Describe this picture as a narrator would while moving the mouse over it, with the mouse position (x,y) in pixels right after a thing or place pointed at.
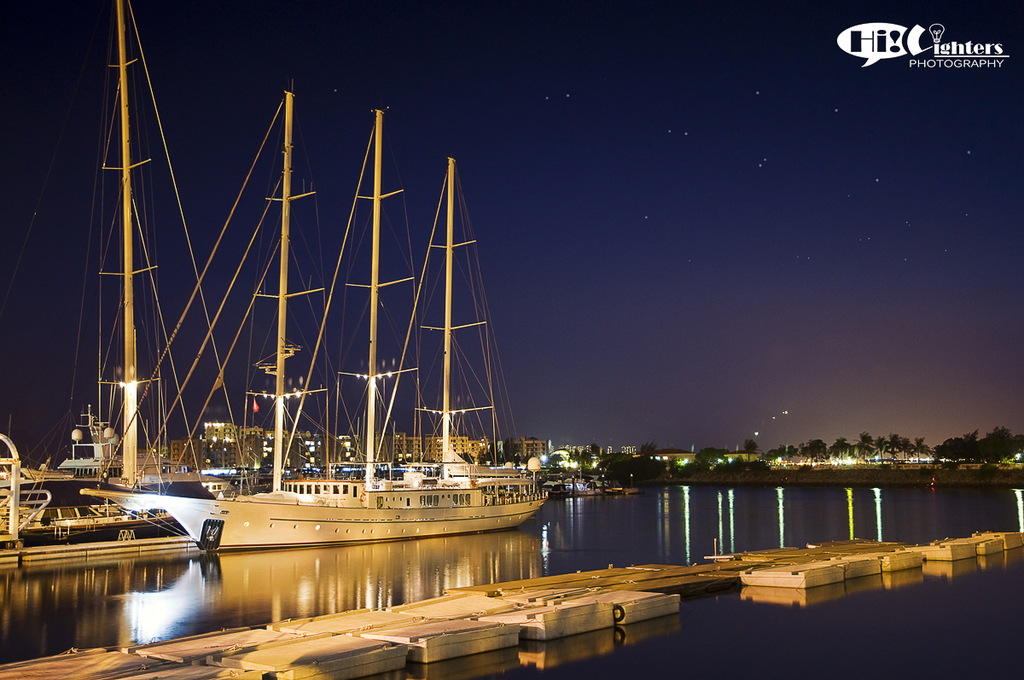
In this image, I can see the boats (249,489) on the water (644,542). In the background (514,459), there are buildings (555,446), lights (565,454), trees (895,456) and the sky (663,304). At the top right side of the image (871,62), I can see the watermark (881,46).
